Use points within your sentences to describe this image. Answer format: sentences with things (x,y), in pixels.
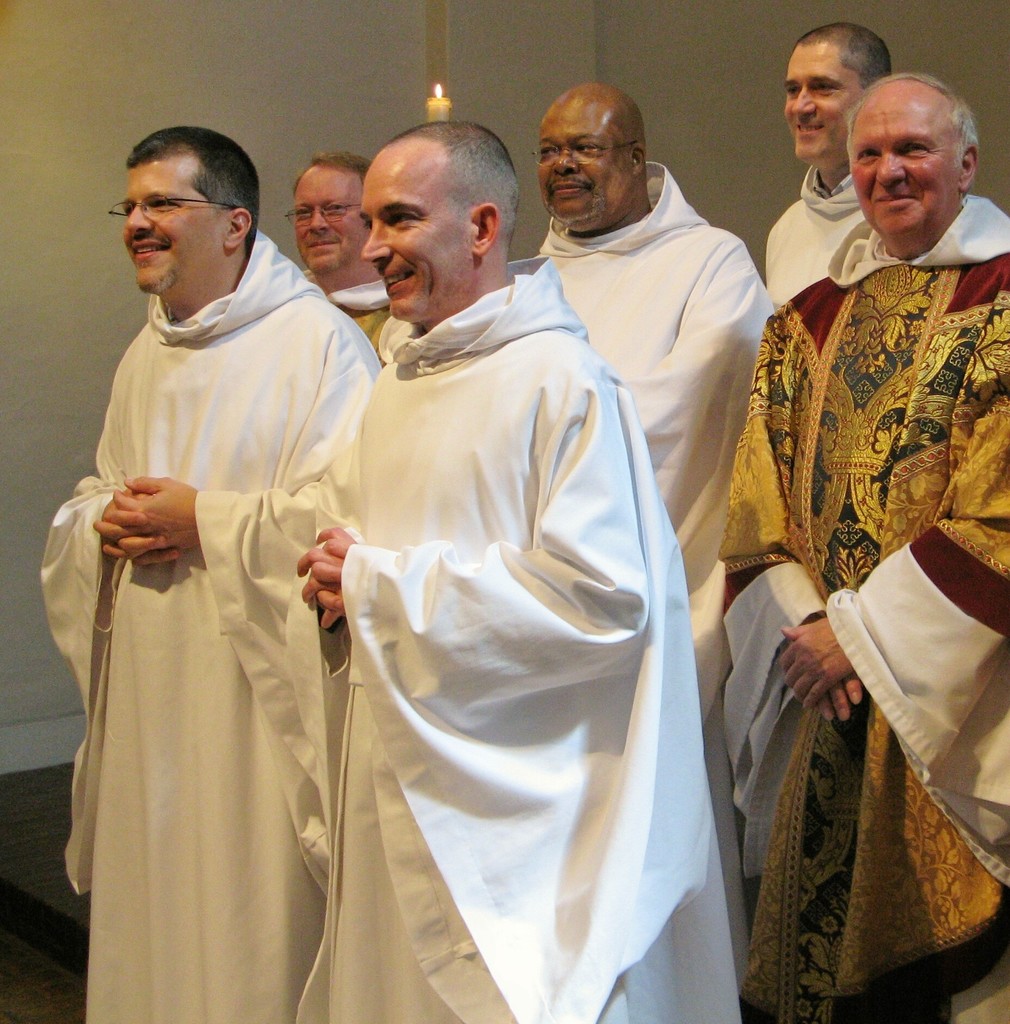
This picture seems to be clicked inside the room (801,175). In the foreground (398,537) we can see the group of persons (470,295) wearing dresses (706,334), smiling and standing. In the background (339,96) we can see the wall (382,94) and a burning candle (437,112).
